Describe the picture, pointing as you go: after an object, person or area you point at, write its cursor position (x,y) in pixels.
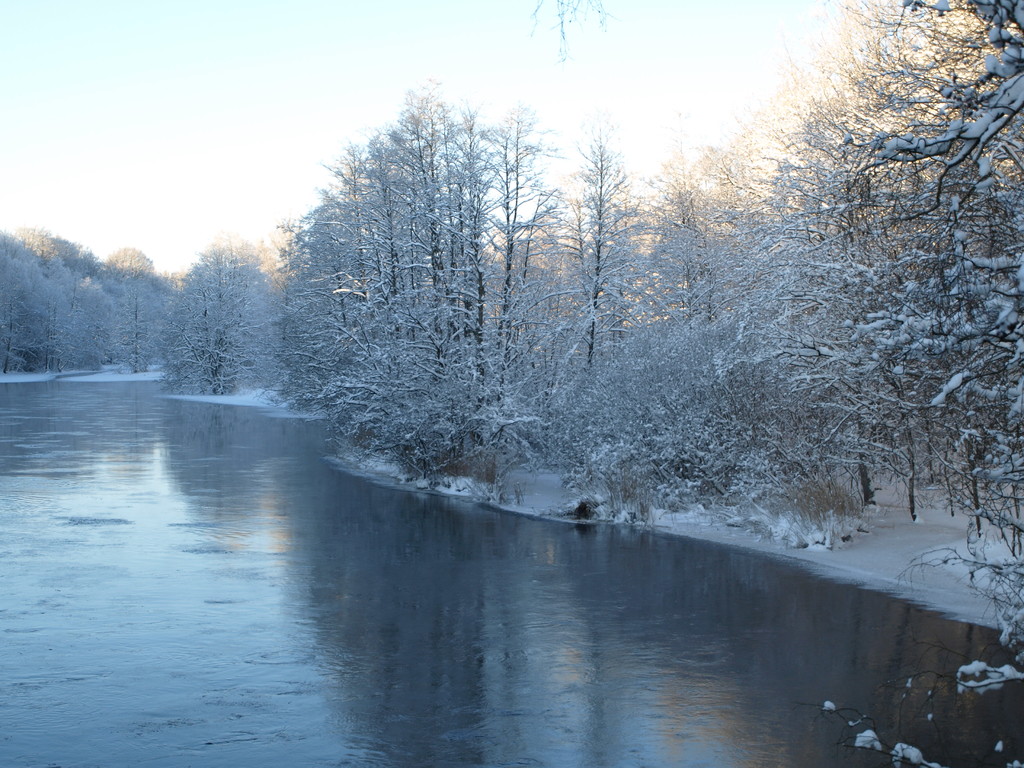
In this image we can see trees (1013,587), plants (602,474), also we can see the river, snow (984,533), and the sky (776,67).
